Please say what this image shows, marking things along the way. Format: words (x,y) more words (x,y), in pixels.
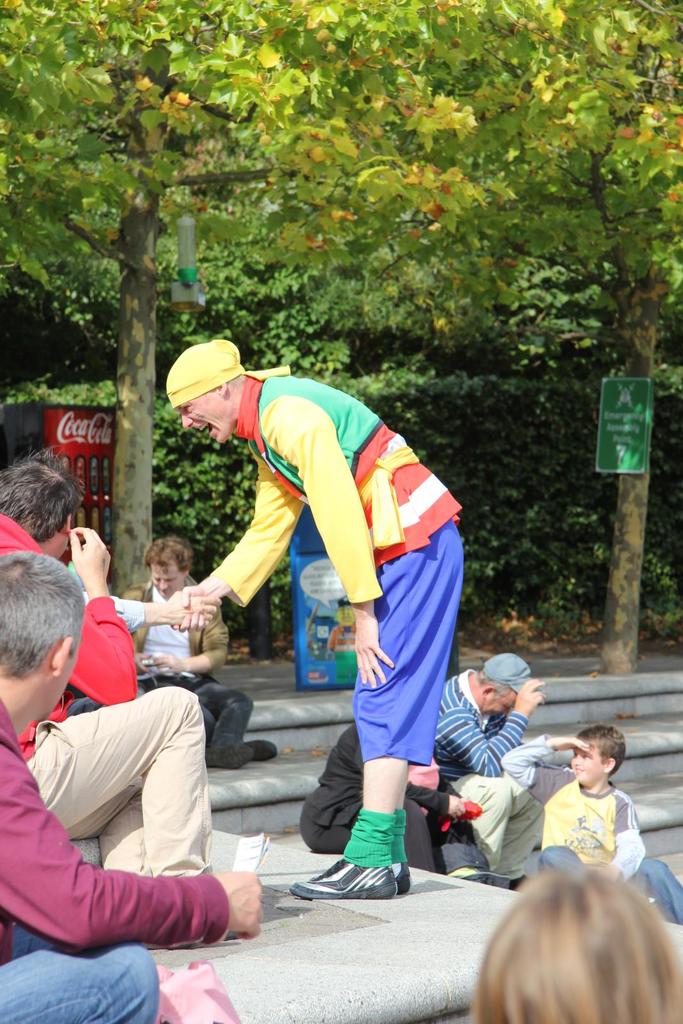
This is the man (339,473) standing and hand (211,614) shaking with the other person (131,605). I can see groups of people (157,886) sitting on the stairs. This looks like a board (606,434), which is attached to the tree trunks (609,587). I can see the trees (635,635) and the bushes (506,412). On the left side of the image (80,434), that looks like a machine (84,454). I think this is the dustbin (333,639).
